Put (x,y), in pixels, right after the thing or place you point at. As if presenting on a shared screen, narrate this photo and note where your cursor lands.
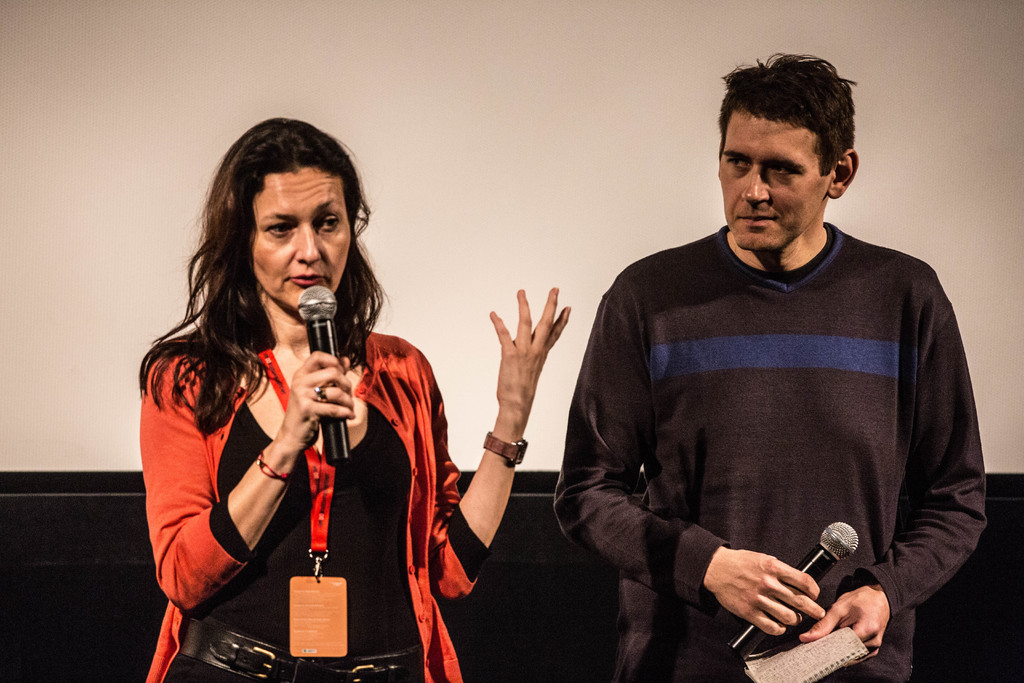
In this image on the right (849,354), there is a man (779,377), he wears a sweater (778,416), he is holding a mic (824,568) and book (773,664). On the left (288,404) there is a woman (266,391), she wears a t shirt (279,593), belt (254,645), trouser (186,673), she is holding a mic (334,339). In the background (584,189) there is a wall (515,208).
